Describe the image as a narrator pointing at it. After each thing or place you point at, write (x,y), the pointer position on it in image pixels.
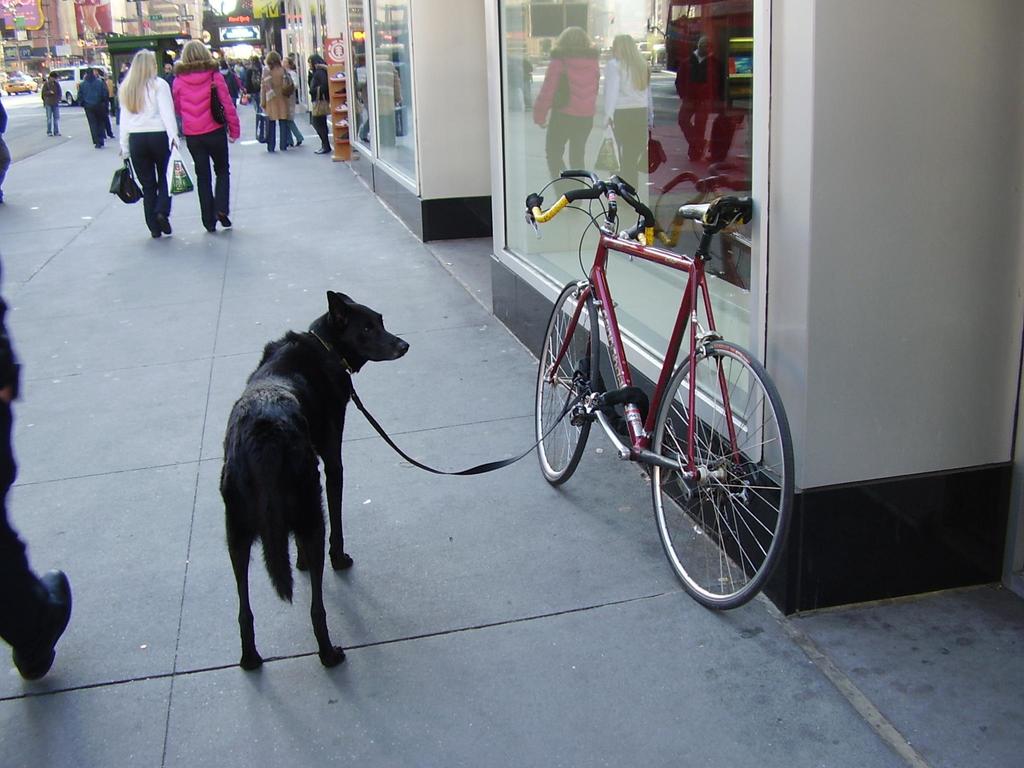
In the image I can see a dog (330,440) to which there is a chain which is tied to the cycle (599,306) and also I can see some buildings (529,134), people (25,576) and vehicles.
